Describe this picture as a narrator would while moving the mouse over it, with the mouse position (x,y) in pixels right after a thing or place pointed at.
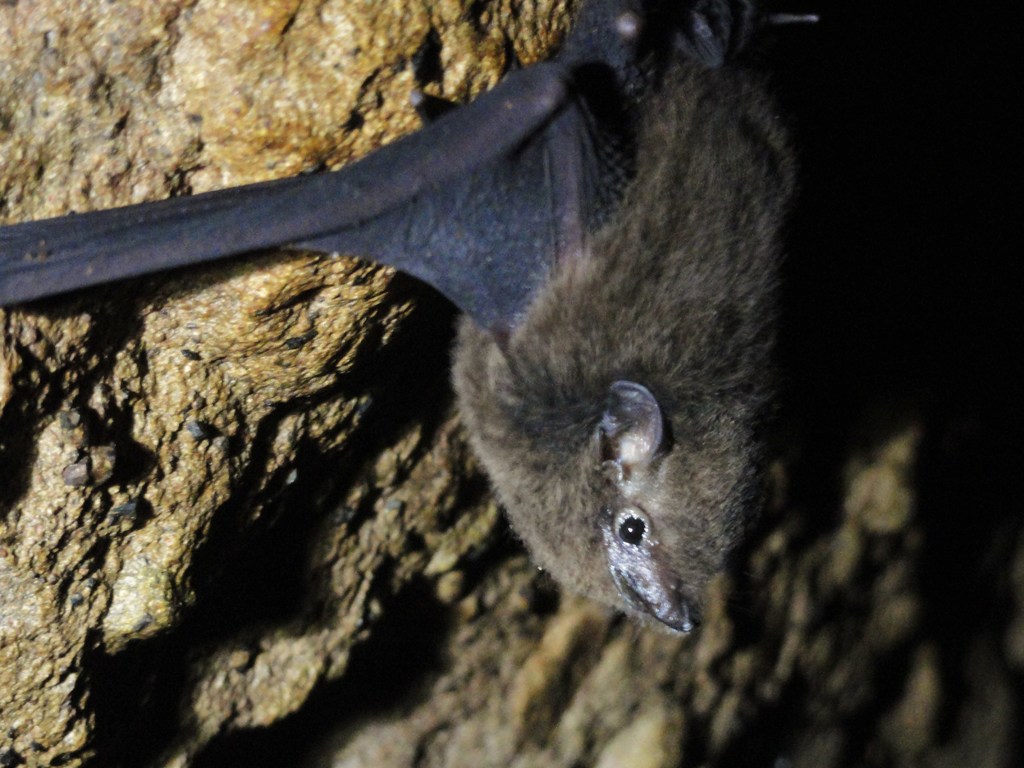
In the image there is a bat (651,290) hanging to a stone wall (204,570).
